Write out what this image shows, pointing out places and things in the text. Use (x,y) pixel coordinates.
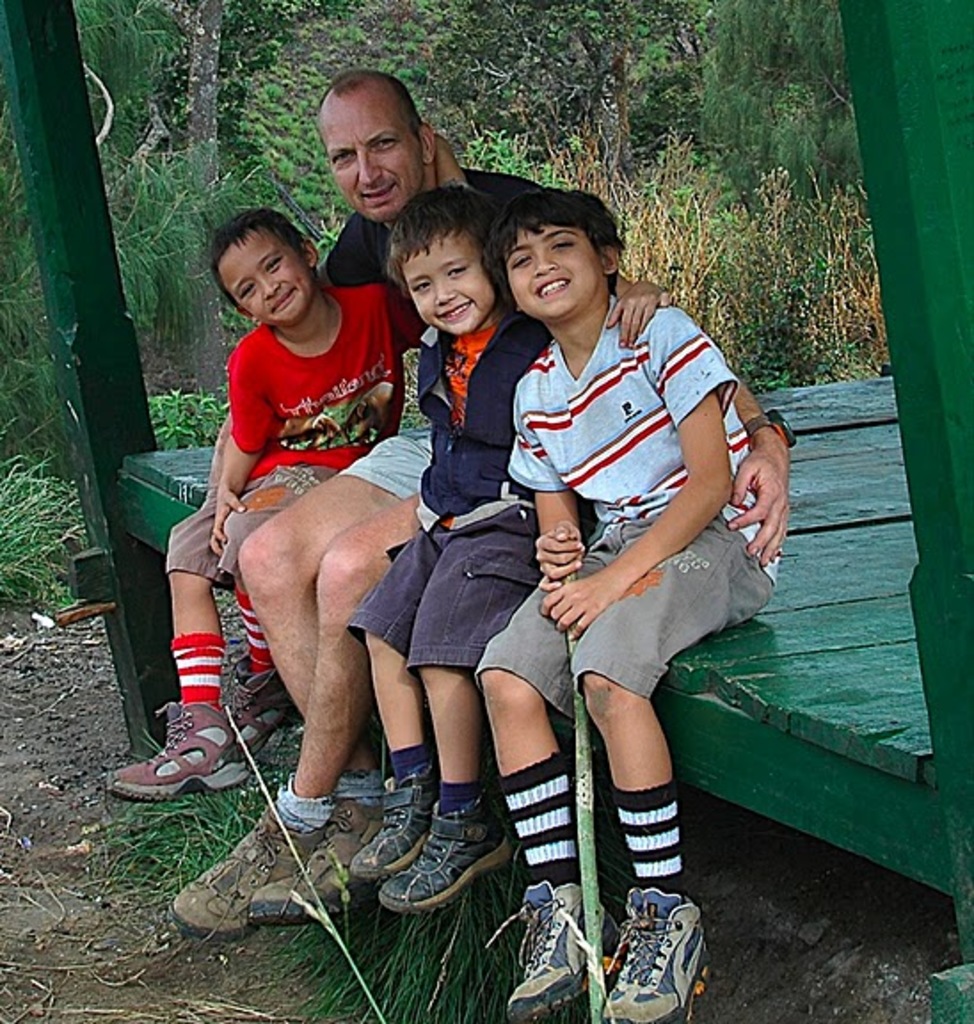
This picture is clicked outside. In the middle (621,459) we can see the three kids (504,322) and a person (362,492) sitting on a green color object (812,763). In the background (65,478) we can see the grass (33,520) and plants (368,48).
